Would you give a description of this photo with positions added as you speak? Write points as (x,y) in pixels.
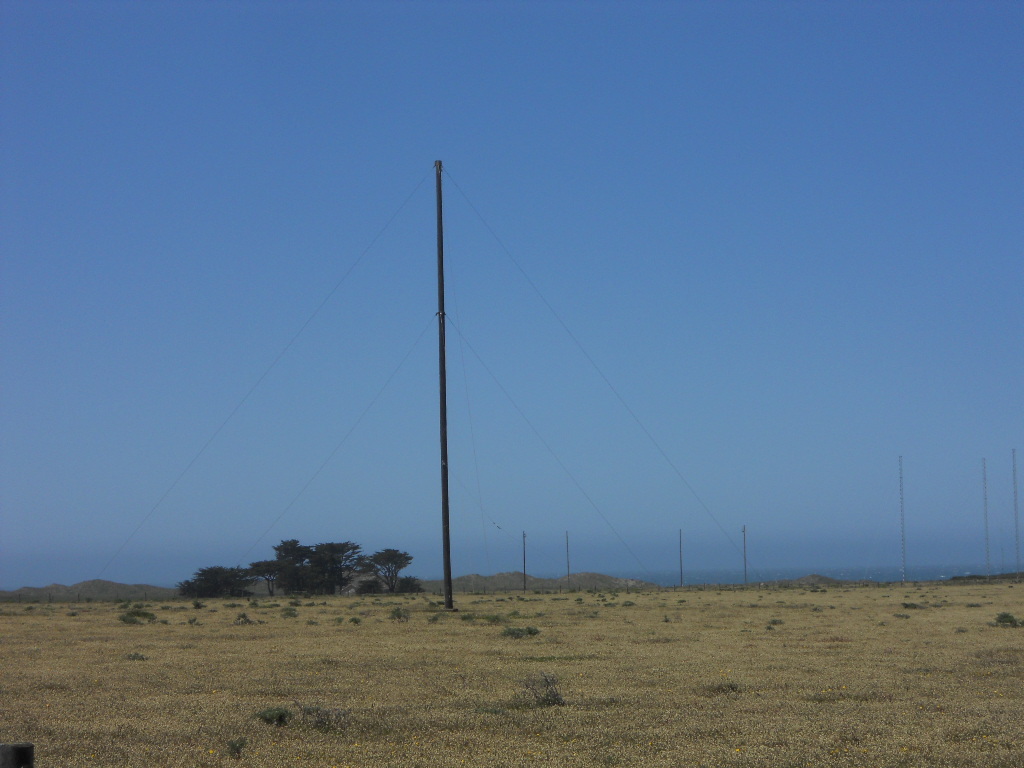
In this picture we can observe a pole (449,578) on the ground (402,638). There are some plants (549,679) on the ground (593,653). We can observe some trees (300,561). In the background (322,512) there is a sky (312,254).
